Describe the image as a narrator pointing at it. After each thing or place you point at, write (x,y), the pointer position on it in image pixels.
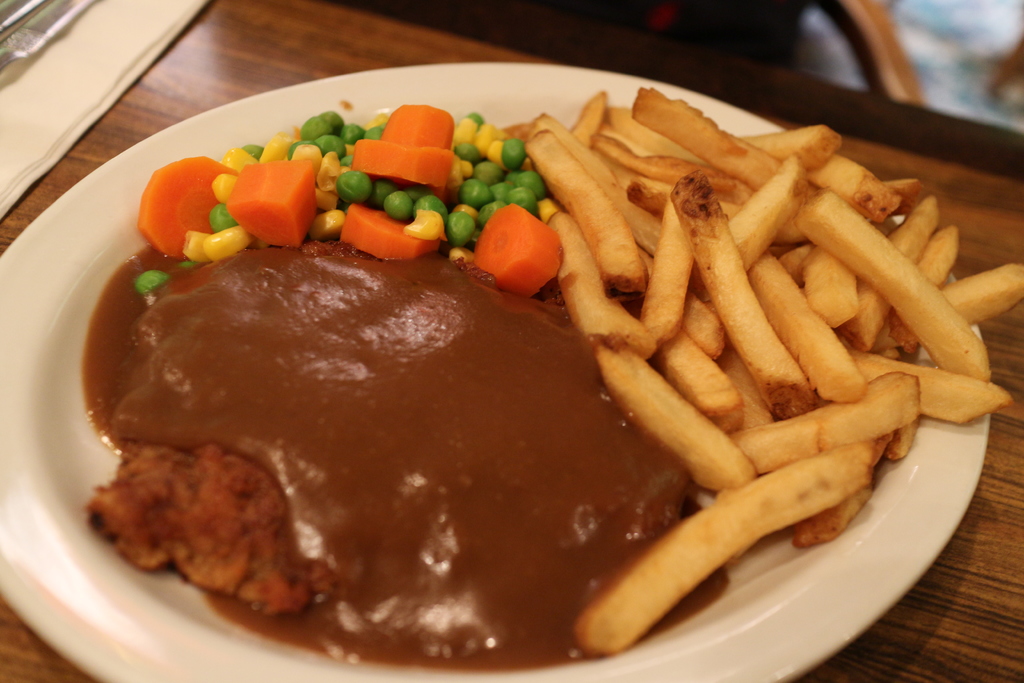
In the image we can see wooden surface (246,59) and on it there is a plate (210,126), white in color. In the plate (231,146) we can see french fries (638,246), slices of carrot (240,204), corn grains (215,240) and peas (405,204) and gravy (441,501).
